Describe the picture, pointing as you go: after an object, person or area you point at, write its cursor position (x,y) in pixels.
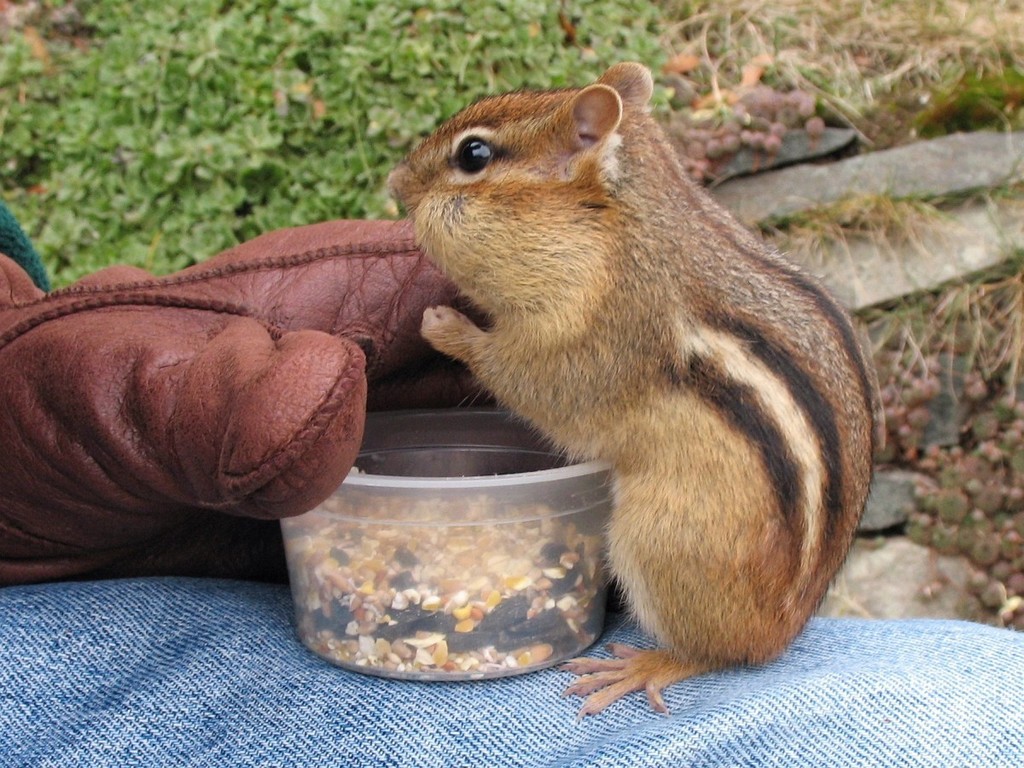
In this image, I can see a squirrel (608,663), a bowl (380,666) with food item (372,651) on a cloth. On the left side of the image (182,449), I can see a hand glove (172,458). In the background (295,56), there is the grass (564,31).
